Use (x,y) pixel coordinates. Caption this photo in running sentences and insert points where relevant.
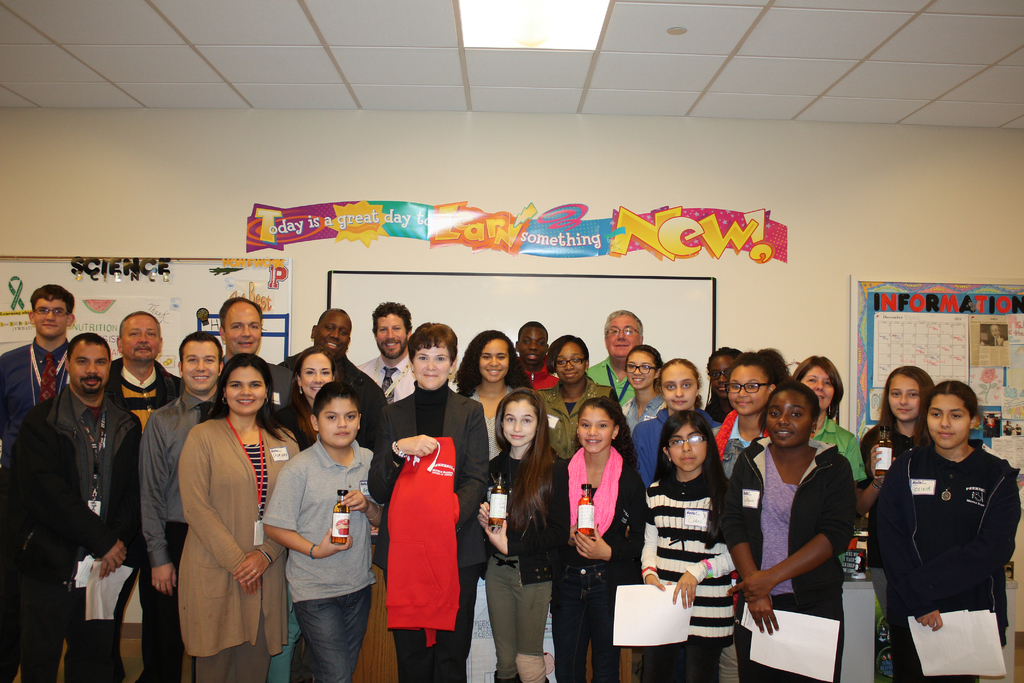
There are many people (421,423) standing. Some are holding papers (663,619) and some are holding bottles (498,492). In the back (361,172) there is a wall (352,125) with screen (612,308), notice board (137,308) with something on that. Also there is another board (904,307) with something on that. On the ceiling (688,21) there is light (515,22). Also there is a decoration (519,234) on the wall (515,174).
